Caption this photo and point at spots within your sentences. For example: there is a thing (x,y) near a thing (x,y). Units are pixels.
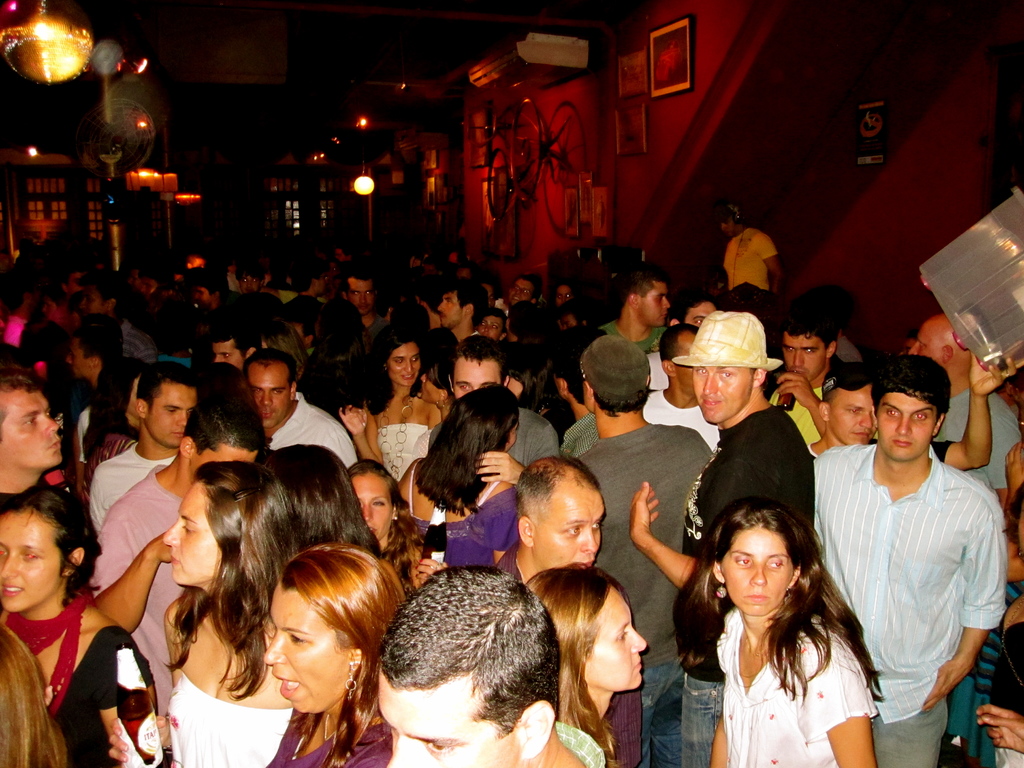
At the bottom of the image (928,526) many people (764,444) are standing and watching. Behind them there is a wall (919,250), on the wall (952,226) there are some frames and there are some lights (14,9). At the top of the image (361,113) there is roof (261,128).
